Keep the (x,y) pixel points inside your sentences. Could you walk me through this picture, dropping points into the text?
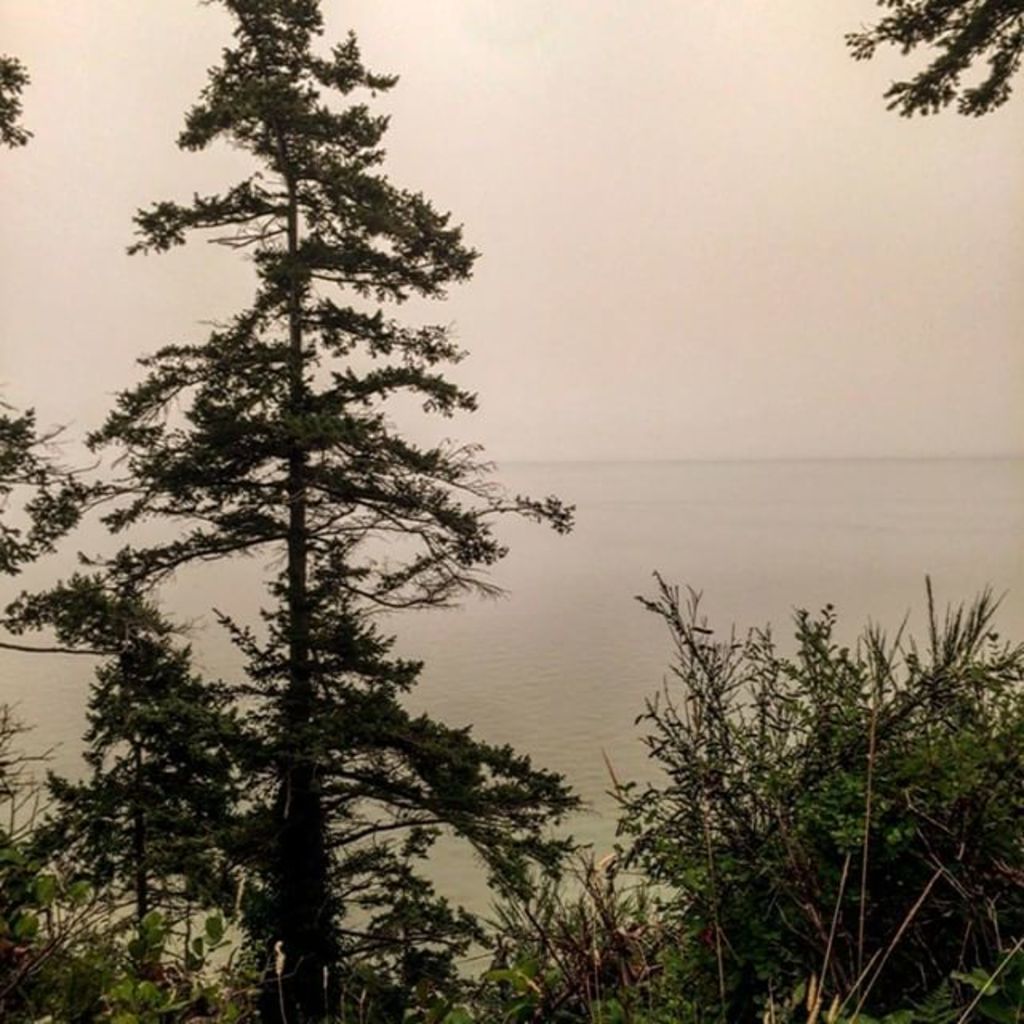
In this picture I can see trees (306,645). In the background (654,690) I can see water (628,514) and the sky (644,273).
